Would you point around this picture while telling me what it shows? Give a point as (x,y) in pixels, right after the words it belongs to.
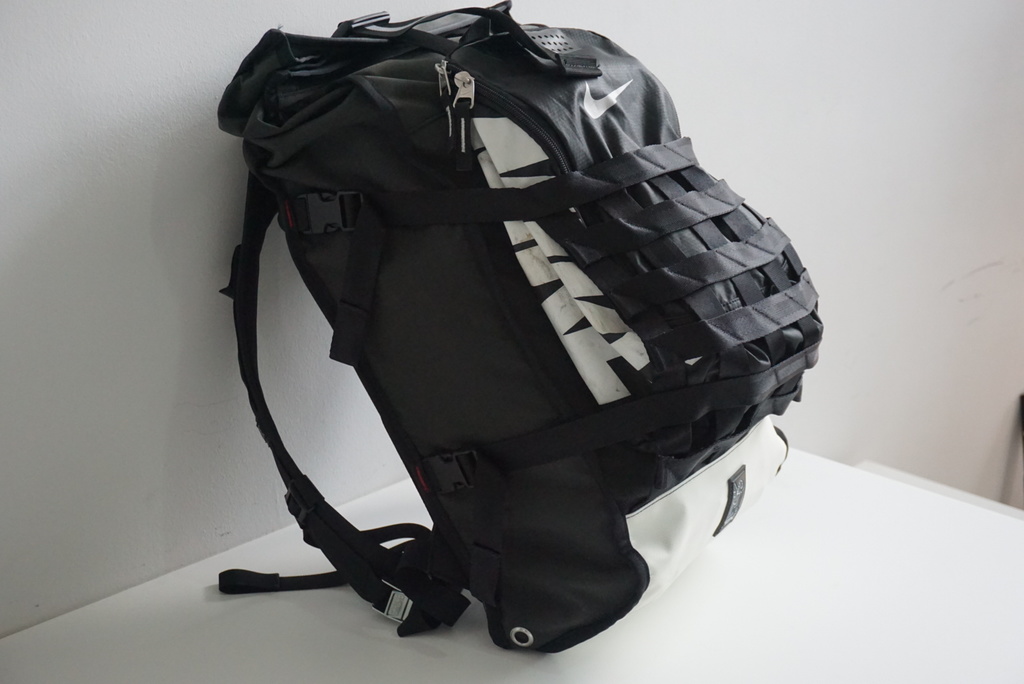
In the picture there is a backpack (674,286) on the table (759,609). It is black in color. In the background (138,188) there is wall (129,74).
